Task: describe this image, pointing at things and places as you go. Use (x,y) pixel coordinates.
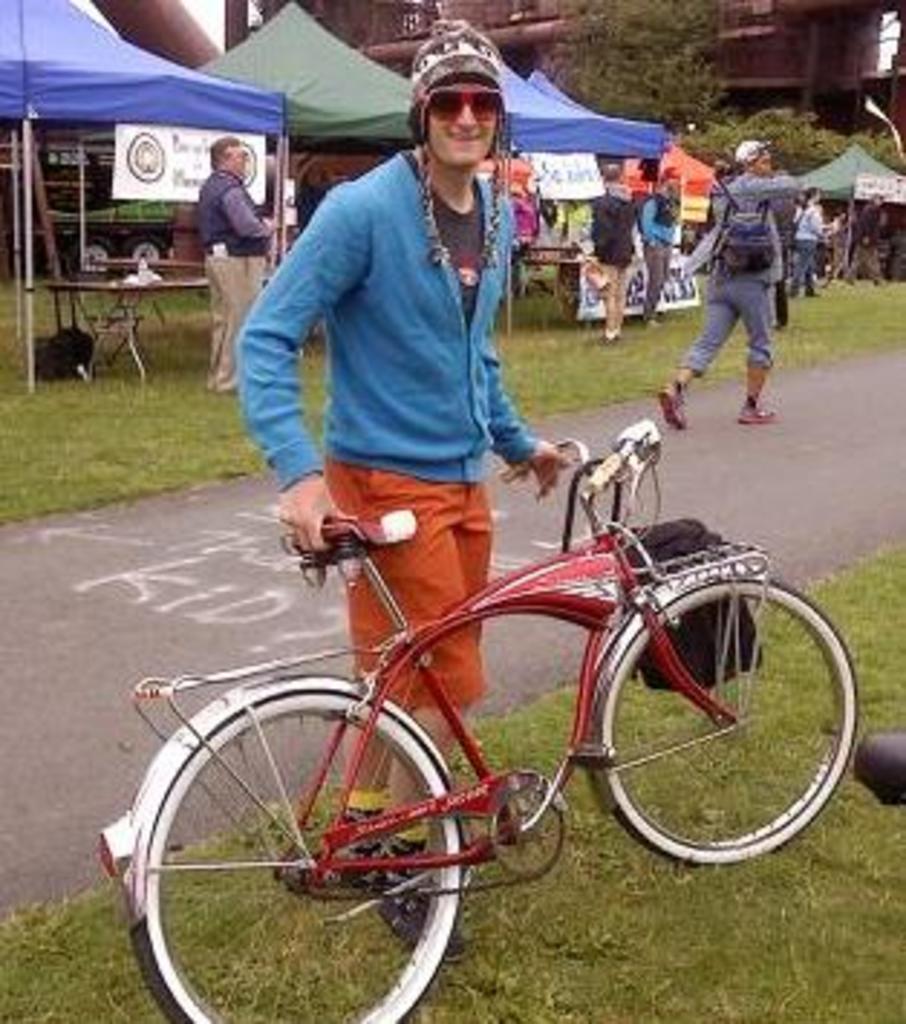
In the center of the image (457,501) we can see a man (456,565) standing and holding a bicycle (747,612). In the background (727,87) there are people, tents (594,149), trees (640,69) and buildings (241,1). We can see tables (162,264) and there is a road (814,466).
